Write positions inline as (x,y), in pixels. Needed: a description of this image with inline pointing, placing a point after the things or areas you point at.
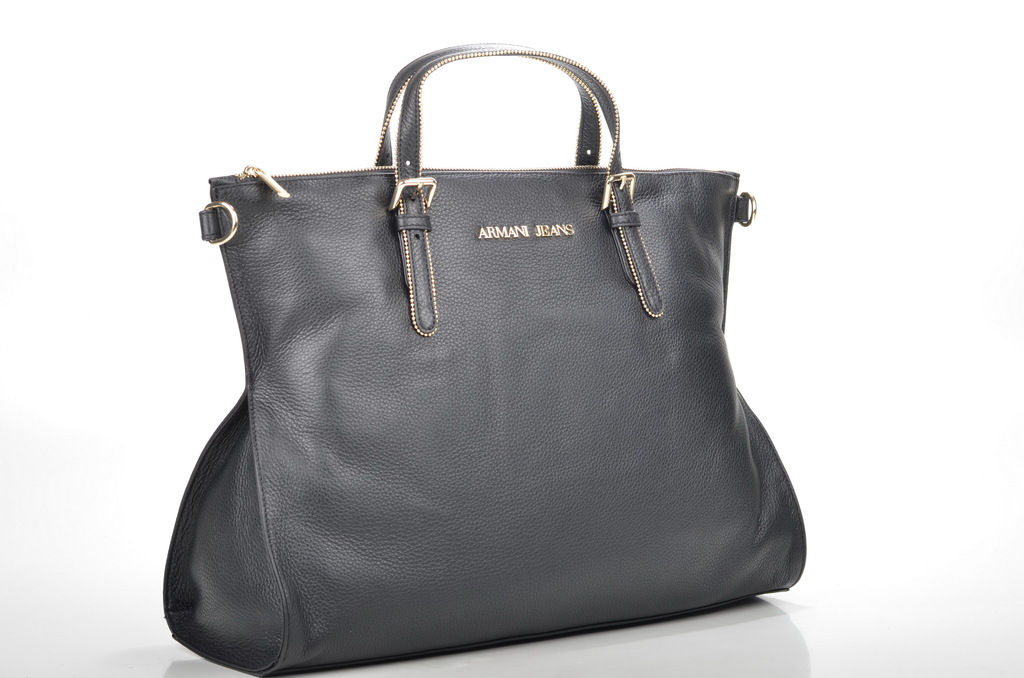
In this picture we can see hand bag (550,414) in black color.
